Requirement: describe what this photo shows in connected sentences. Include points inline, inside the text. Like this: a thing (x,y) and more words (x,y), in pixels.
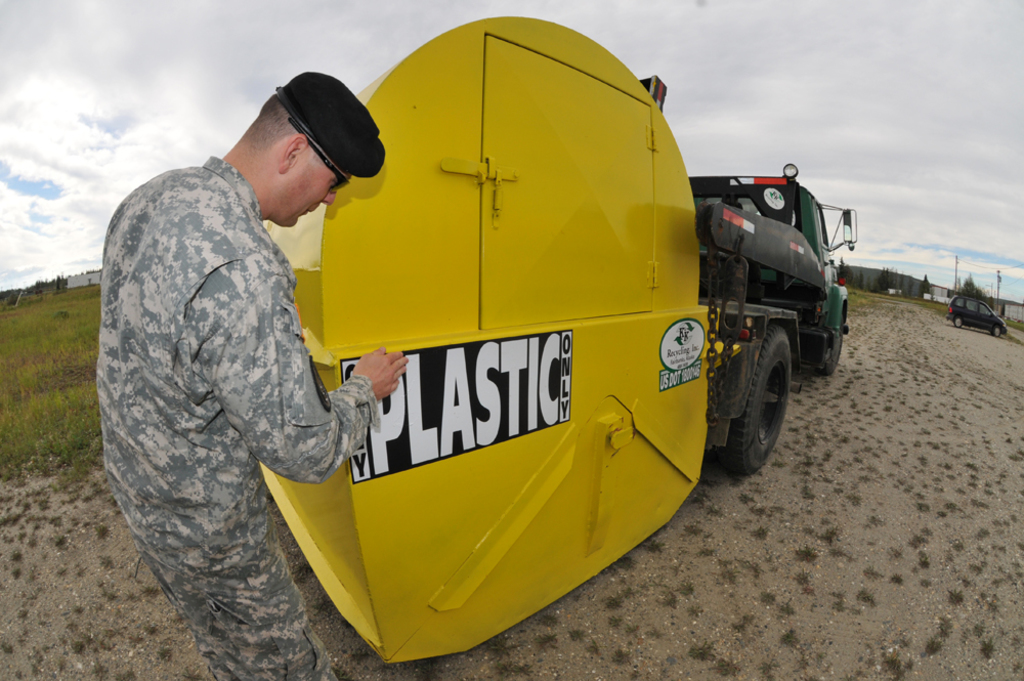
In this image, we can see a truck (708,329), there is a soldier (386,396) standing. We can see the sand (984,405) on the ground (973,418). At the top (815,99) we can see the sky (710,79).
